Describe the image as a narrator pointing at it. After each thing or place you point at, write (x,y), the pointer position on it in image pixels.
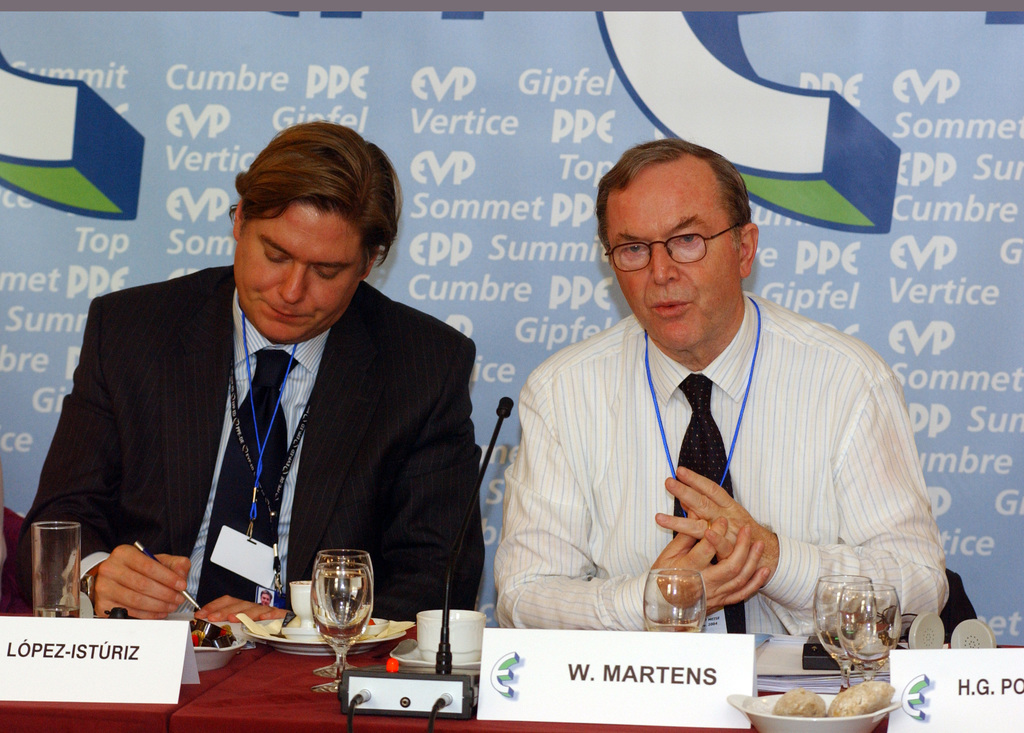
In this image I can see two people (292,370) sitting and name plates (138,657) before them. I can see some glasses (60,549), a cup (453,624), and other objects (436,663) on the table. I can see a banner (825,123) behind them with some text (958,381).
